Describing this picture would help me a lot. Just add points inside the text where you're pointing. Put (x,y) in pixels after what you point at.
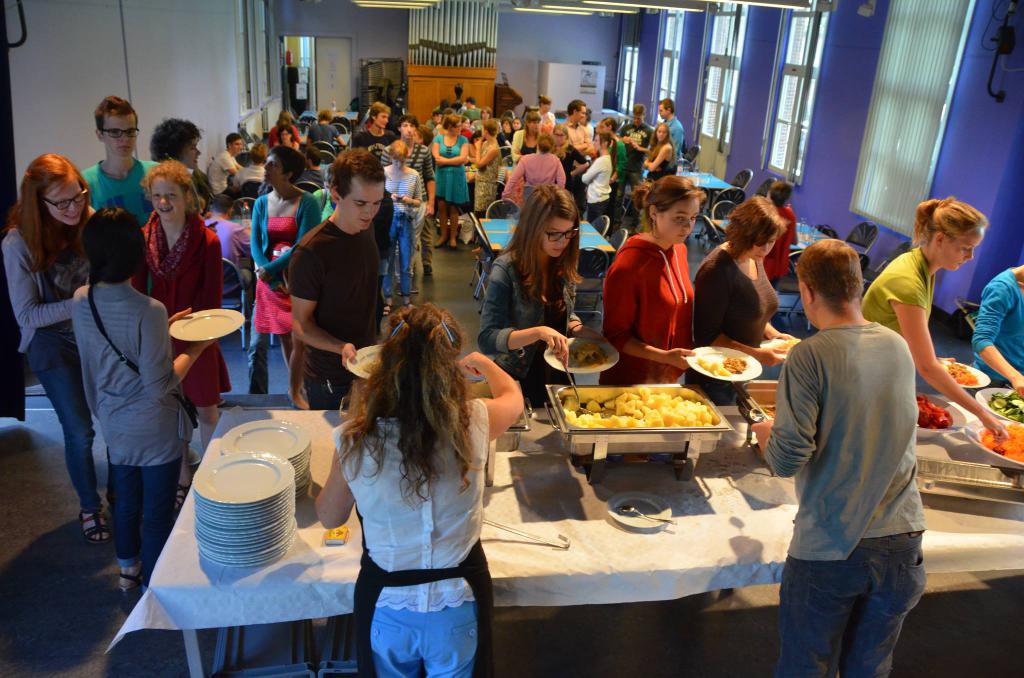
As we can see in the picture there are group of people (403,231) some of them are sitting and some of them are standing. These people (567,259) are standing in a line to get food (594,355) in their plates (592,360). These are the two people (472,483) who are serving them. This are the plates (247,475), tablespoon (640,515).
